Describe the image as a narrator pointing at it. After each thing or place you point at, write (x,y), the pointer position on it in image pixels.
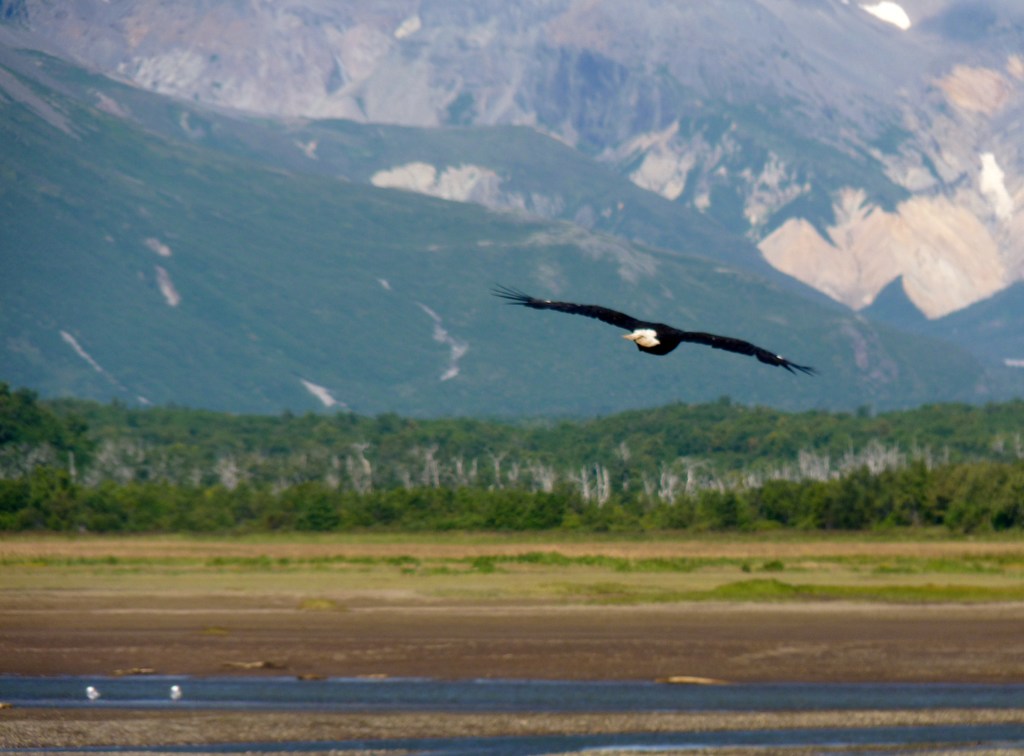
There is an eagle (570,305) in the middle of this image (553,305). We can see trees (584,456) and mountains (872,283) in the background (878,349).
